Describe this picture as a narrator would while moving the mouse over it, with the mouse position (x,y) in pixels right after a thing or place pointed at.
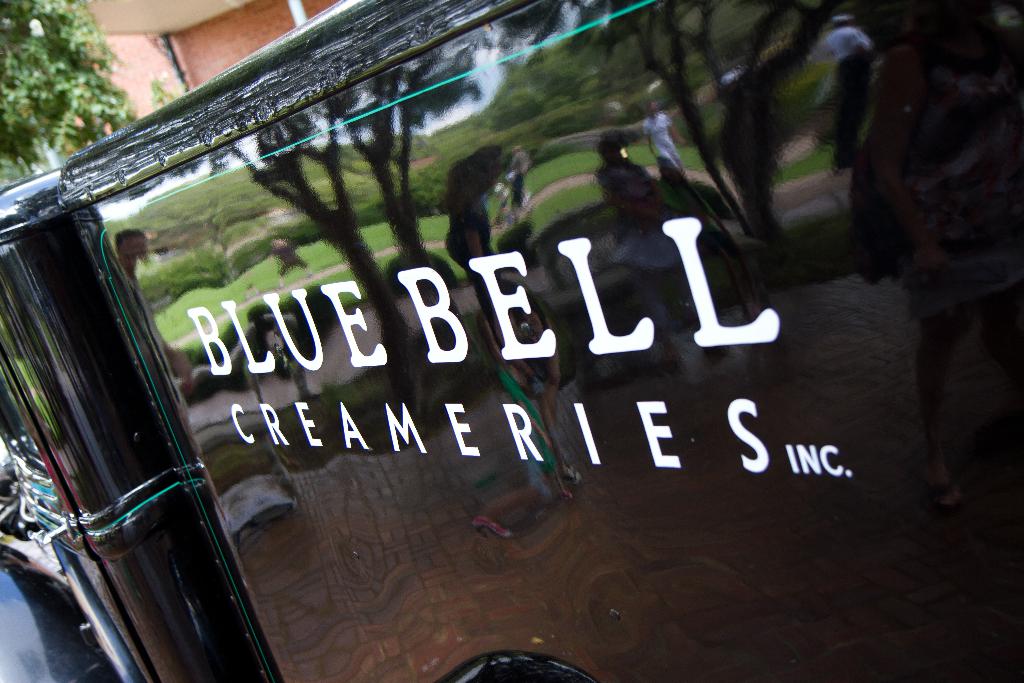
In this image there is some text (410,275) on a vehicle (363,369), from the reflection (354,303) we can see a few people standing and sitting on benches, behind them there are trees (403,319), behind the vehicle (338,321) there are trees (64,135) and buildings (185,84).
